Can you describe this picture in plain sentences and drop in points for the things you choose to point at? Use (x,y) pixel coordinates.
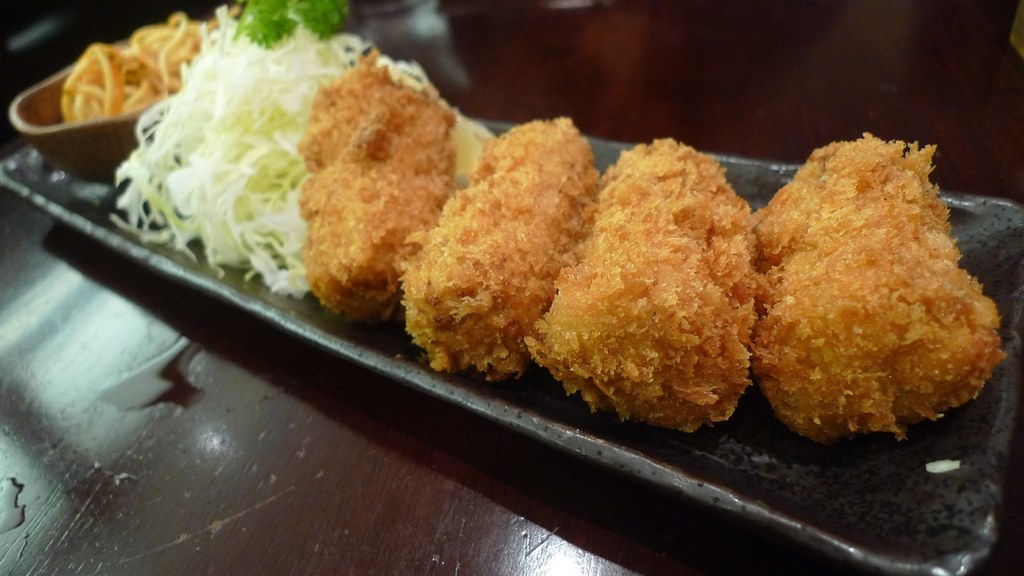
In this picture we can see some eatables items (409,258) are placed on the table (21,280).
